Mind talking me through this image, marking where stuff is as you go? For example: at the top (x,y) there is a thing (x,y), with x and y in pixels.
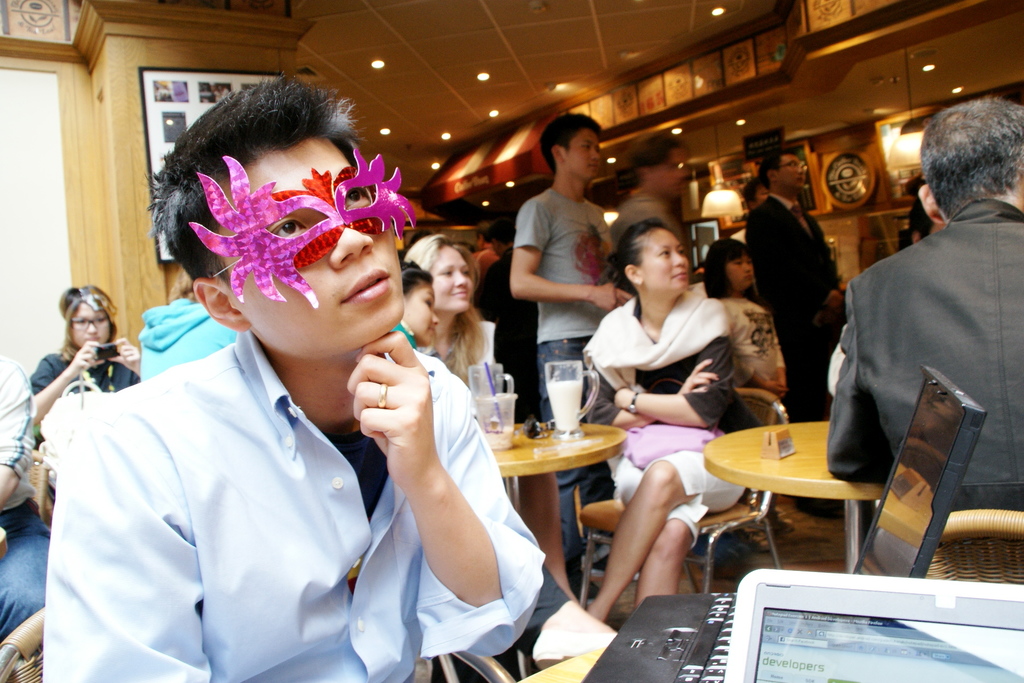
In this image I can see number of people (348,230) where few of them are standing and rest all are sitting. Here I can see a man (186,177) wearing a face mask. In the background (121,96) I can see a frame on this wall (109,161).
